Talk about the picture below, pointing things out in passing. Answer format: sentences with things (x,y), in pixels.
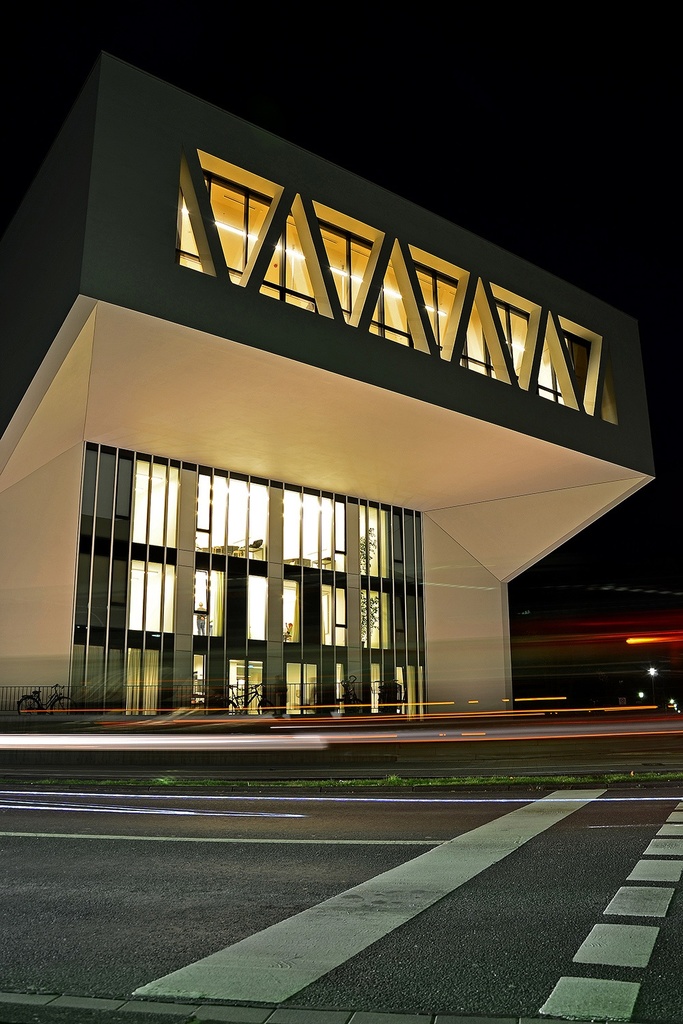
This is road (399,878) and there is a building (475,671). Here we can see bicycles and lights (365,742). And there is a dark background (644,122).
